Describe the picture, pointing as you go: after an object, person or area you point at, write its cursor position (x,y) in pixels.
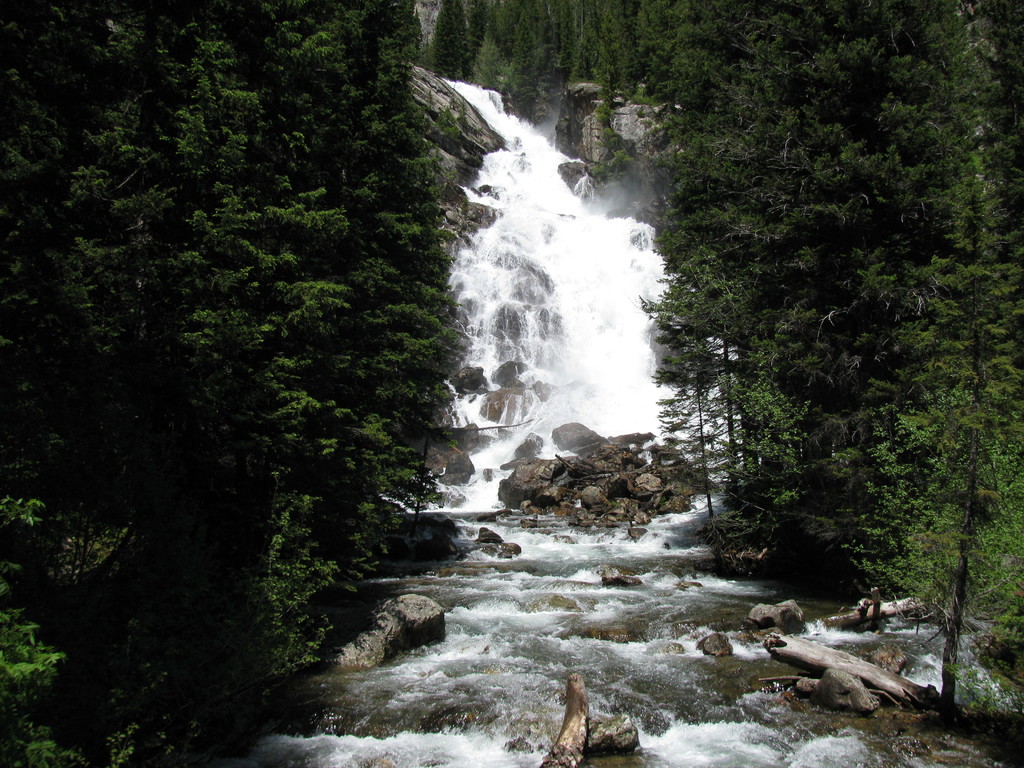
This is an outside view. In the middle of the image (521,292) I can see the waterfalls (554,195) and there are some rocks (381,645). On the right (895,322) and left side of the image (275,381) there are many trees (339,345).
